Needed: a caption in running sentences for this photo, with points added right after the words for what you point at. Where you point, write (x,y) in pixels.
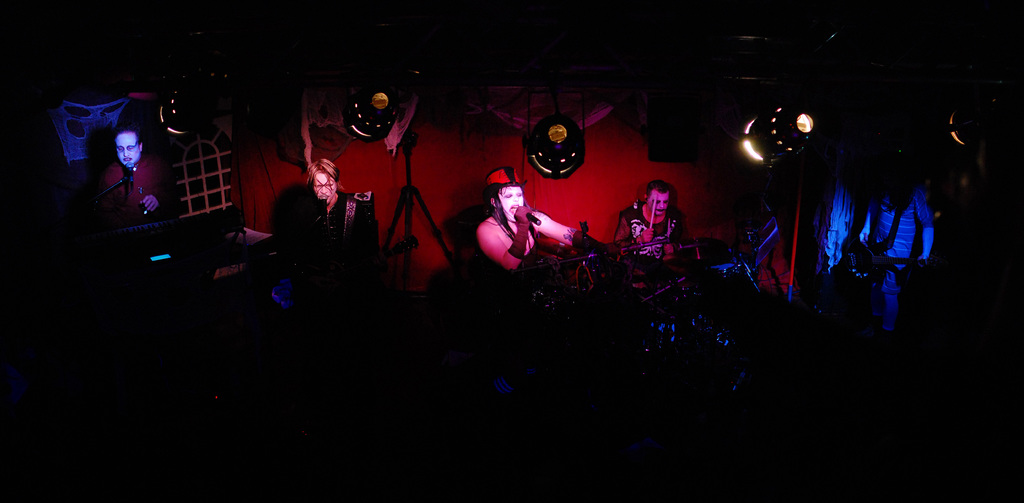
In the center of the image (510,268) we can see a few people (109,205) are holding some objects (650,224) and they are in different costumes (360,230). In the background (555,196) there is a wall (377,199), lights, musical instruments (667,262) and a few other objects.
